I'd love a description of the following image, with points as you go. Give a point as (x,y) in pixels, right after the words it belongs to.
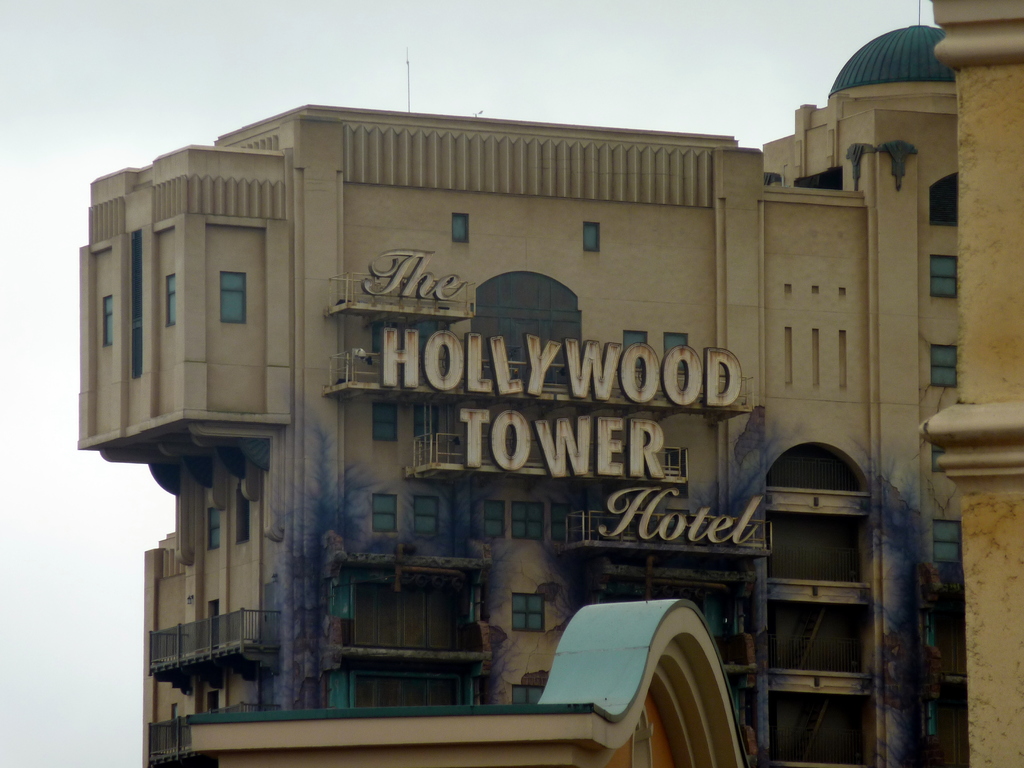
In the center of the image (648,419), we can see a building (435,154) and at the top (512,54), there is a sky (562,51).
